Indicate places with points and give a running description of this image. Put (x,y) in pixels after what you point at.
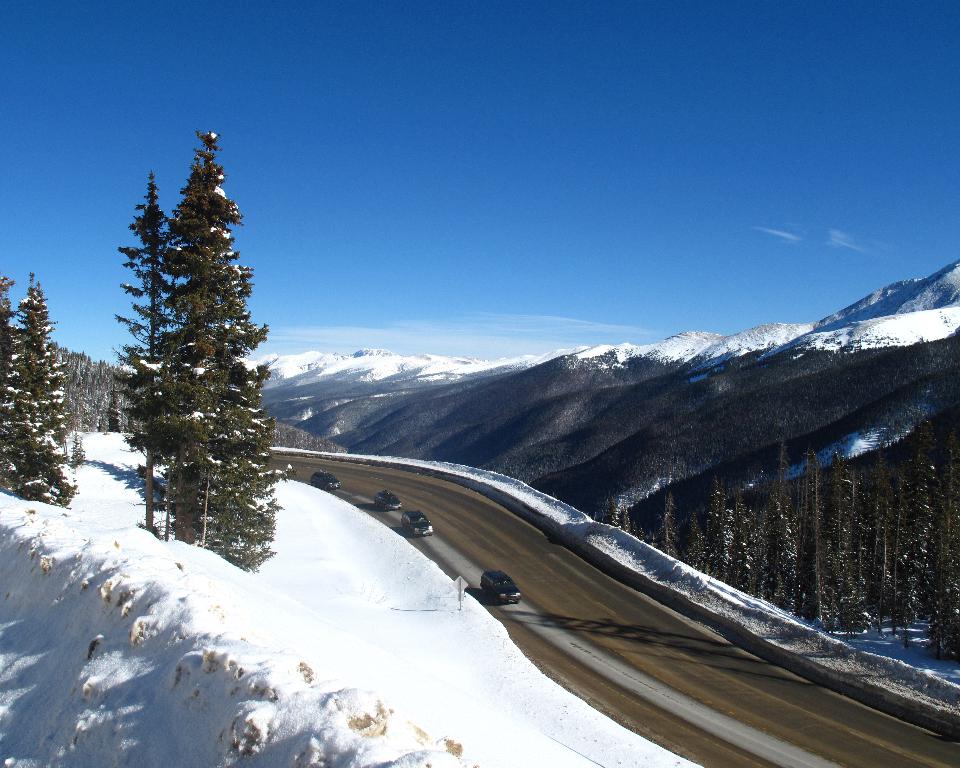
In this picture we can see four cars (519,600) are traveling on the road (498,568), at the bottom (352,581) there is snow (113,644), on the right side (754,566) and left side (190,451) we can see trees (201,389), there is the sky (555,100) at the top of the picture (558,70).
